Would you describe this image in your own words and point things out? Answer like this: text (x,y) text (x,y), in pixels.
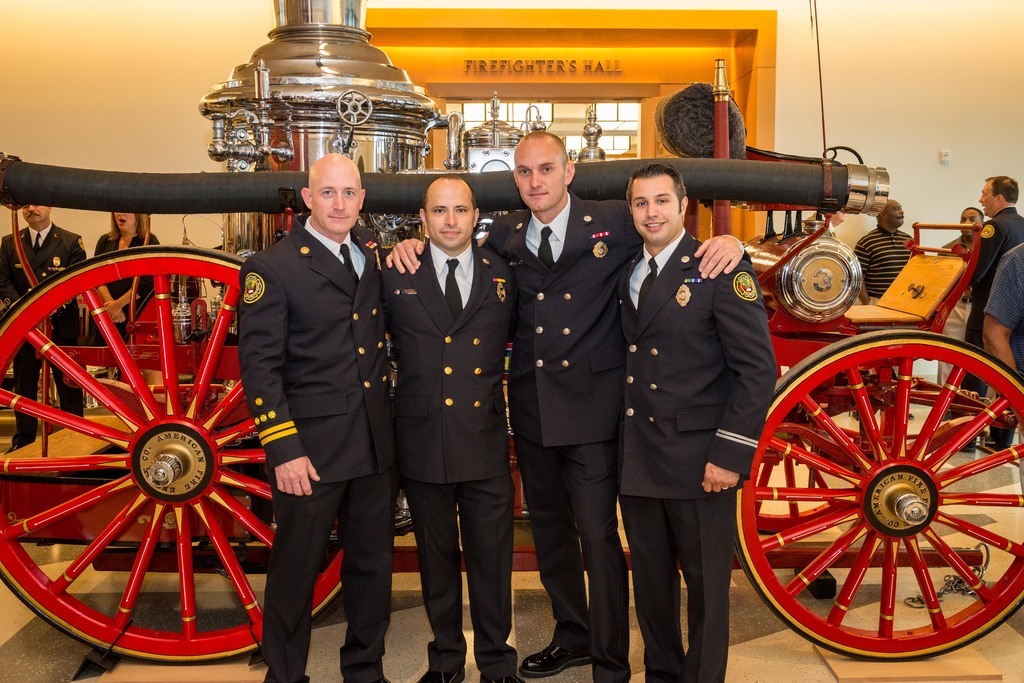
In the foreground (560,499), I can see four persons (571,521) are standing on the floor (386,640) in front of a cart (147,448). In the background (736,233), I can see a group of people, a wall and a door (650,134). This image is taken, maybe in a hall (400,643).
